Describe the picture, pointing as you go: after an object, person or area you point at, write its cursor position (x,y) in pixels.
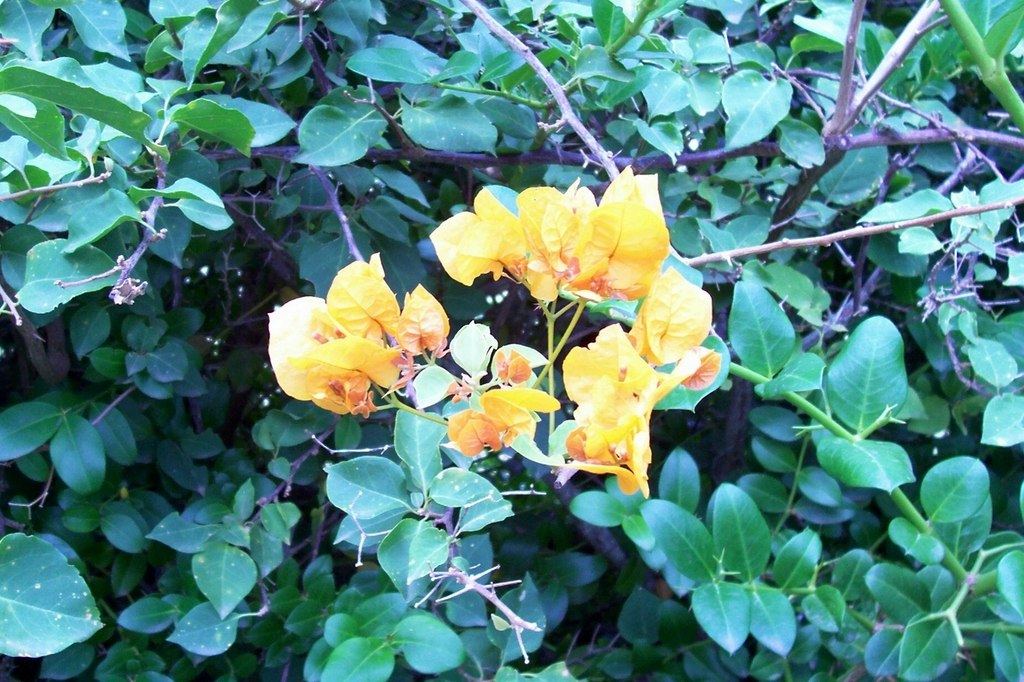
In this image there are small yellow colour flowers (407,308) in the middle (444,380) and there are green leaves (471,615) around it.
